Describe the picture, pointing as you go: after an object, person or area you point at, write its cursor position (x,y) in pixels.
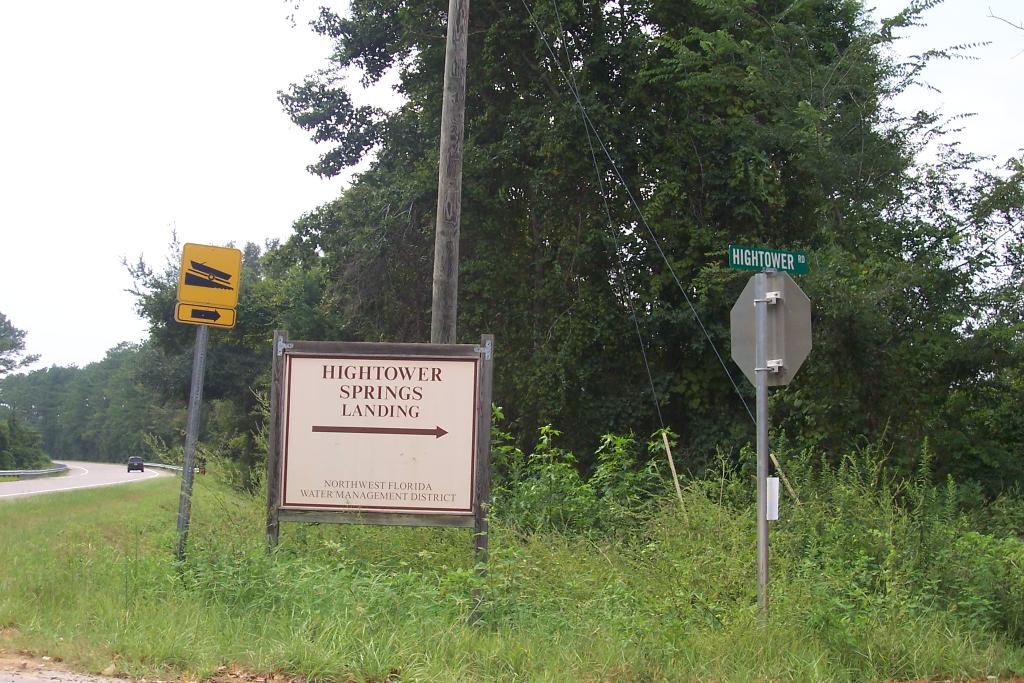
In the image there are sign boards (367,420) on a grass land (283,599) with trees (465,255) behind it all over the place, on the left side (118,480) there is a car (129,464) moving on road (88,474) and above its sky (148,83).
